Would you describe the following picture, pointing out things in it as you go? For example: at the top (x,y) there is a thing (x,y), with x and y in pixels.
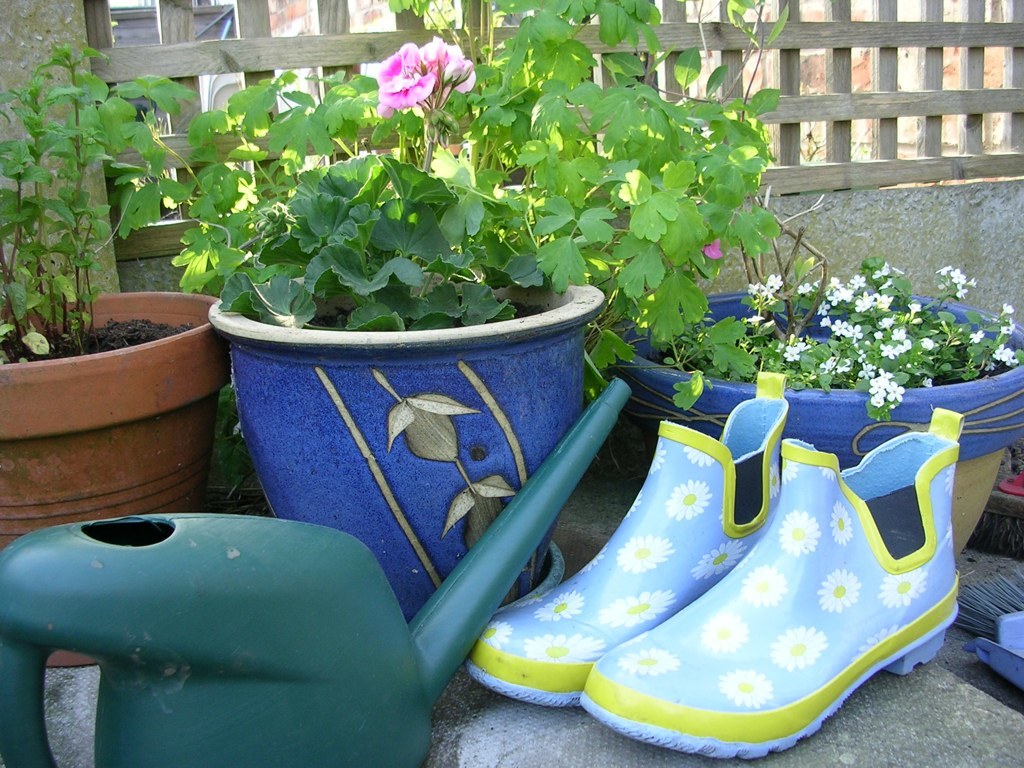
In this picture I can see the pair of shoe (677,558) which is kept near to the pots (496,361). On the pot (926,417) I can see the flowers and plants (681,285). In the bottom left corner (224,626) there is a water sprinkler box (211,664). At the top (1007,166) I can see the wooden fencing (878,166). In the background (856,2) I can see the building (773,133) and other object (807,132).
